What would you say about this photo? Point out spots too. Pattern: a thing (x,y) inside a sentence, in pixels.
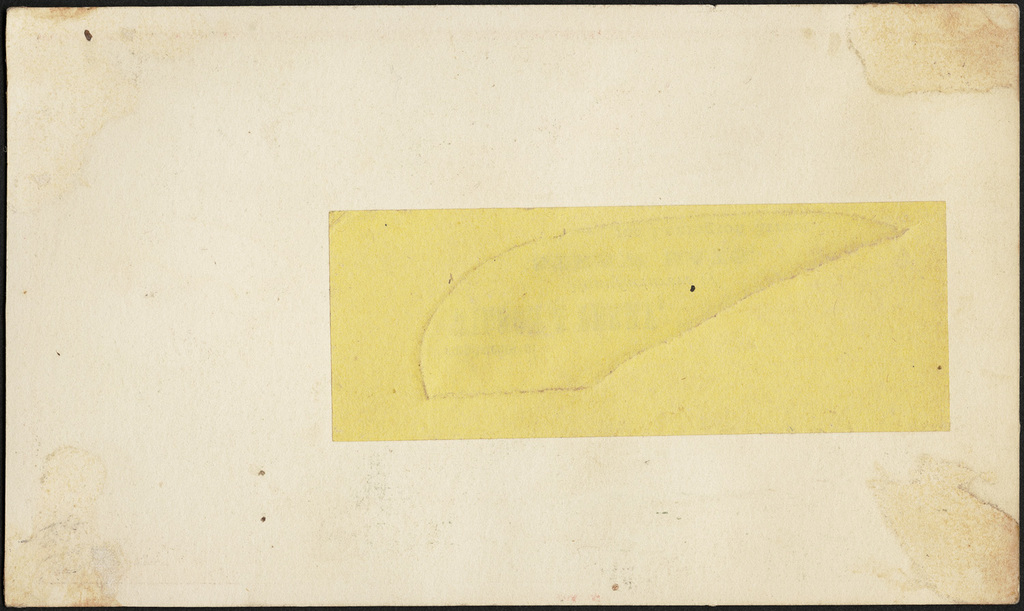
In this image we can see paper (525,524) with borders (35,1).
